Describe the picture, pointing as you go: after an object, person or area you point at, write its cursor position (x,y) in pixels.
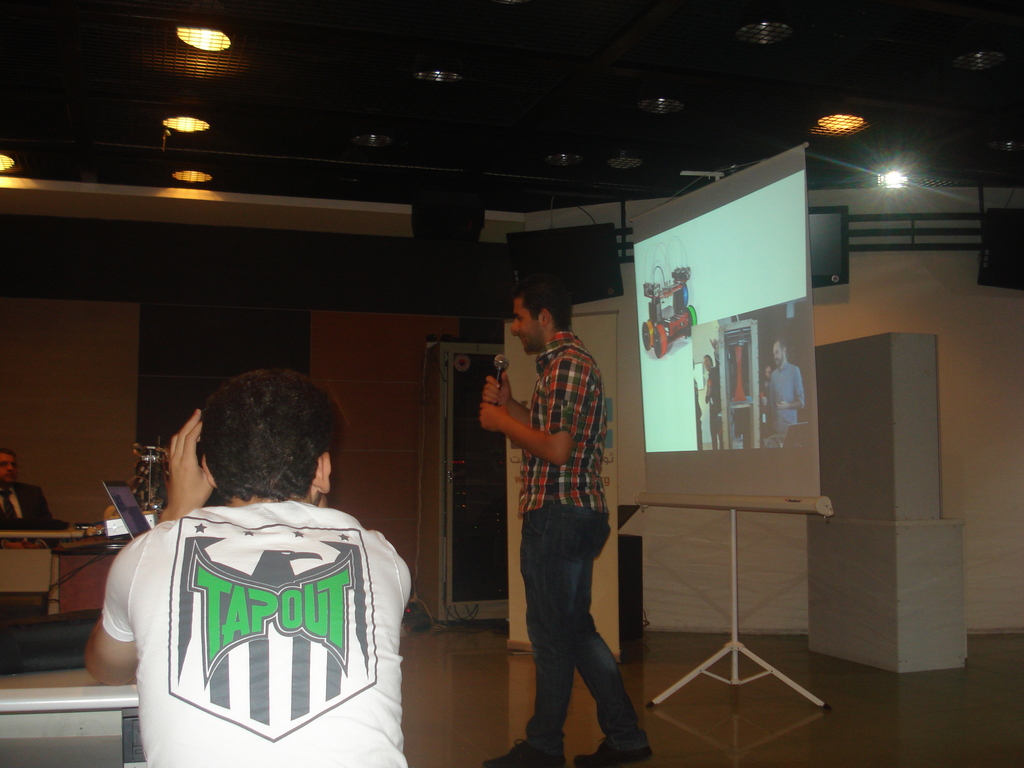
Lights (620,165) are attached to the ceiling (819,171). A person (549,387) is standing and holding a mic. Backside of this person (553,293) there is a screen (668,329), hoarding (606,342) and televisions (832,249). In-front of this person (556,354) there are tables (100,543), people (217,504) and laptop (134,500). Far there is a door (473,387).
